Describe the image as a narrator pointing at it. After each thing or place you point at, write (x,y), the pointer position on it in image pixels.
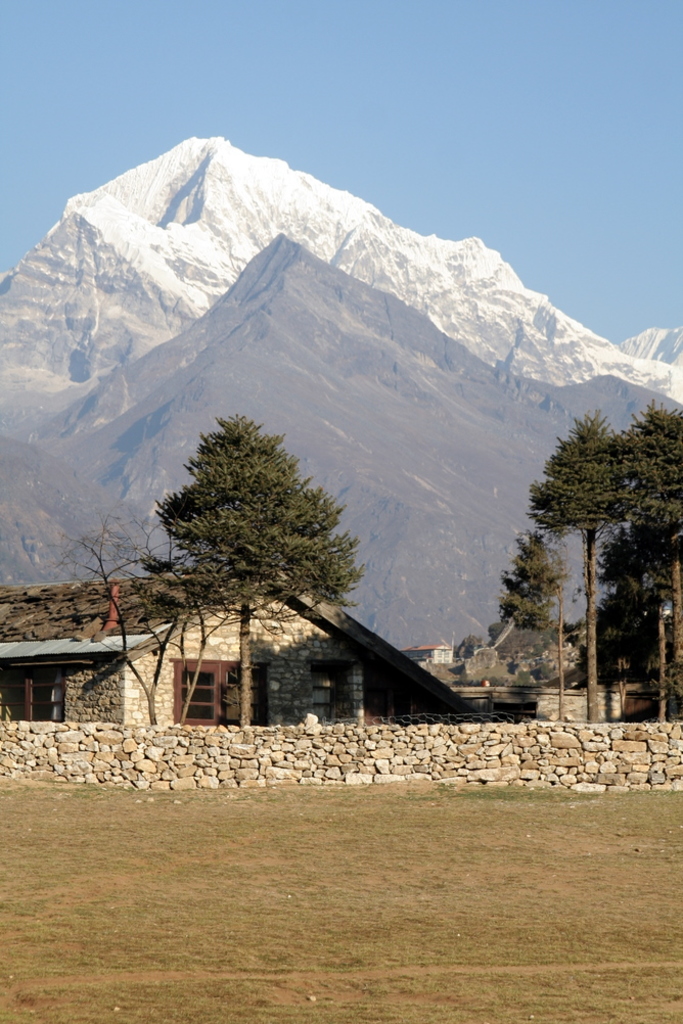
In this image there is the sky (155,79), there are mountains (363,340), there are trees (260,503), there are trees (642,504) truncated towards the right of the image (590,458), there is a house (239,656), there is a wall (457,746) truncated.
